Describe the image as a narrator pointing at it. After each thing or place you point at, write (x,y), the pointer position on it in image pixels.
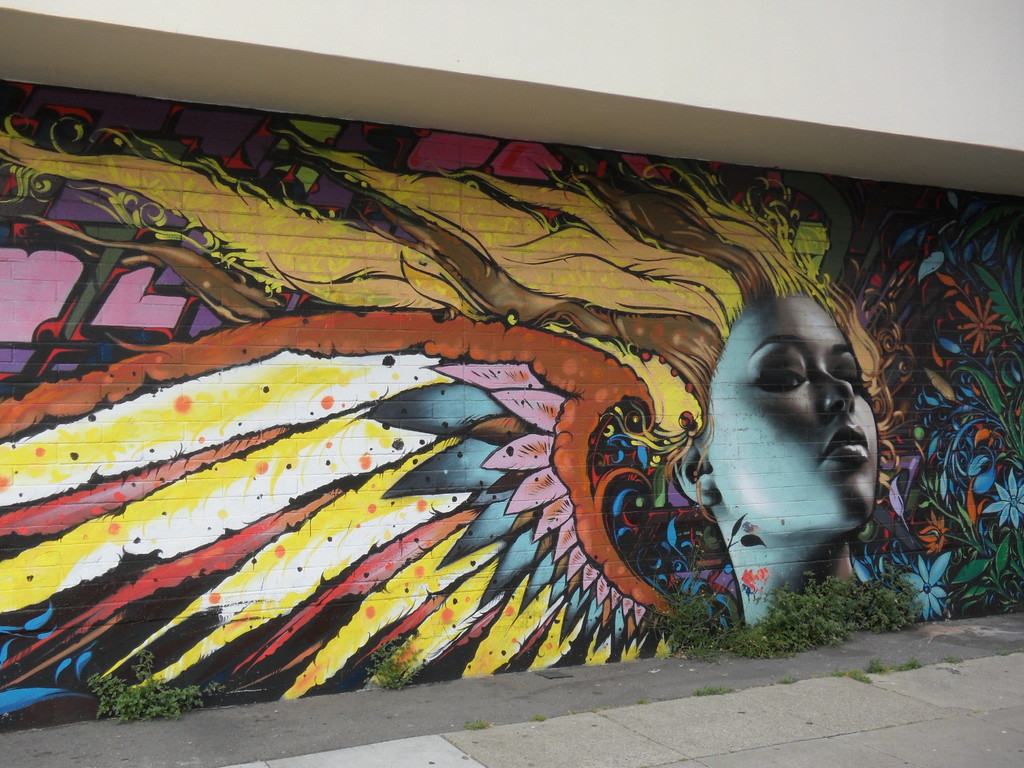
In this image there is a wall (454,348) on which there is a painting (809,432) of a woman (791,387).
